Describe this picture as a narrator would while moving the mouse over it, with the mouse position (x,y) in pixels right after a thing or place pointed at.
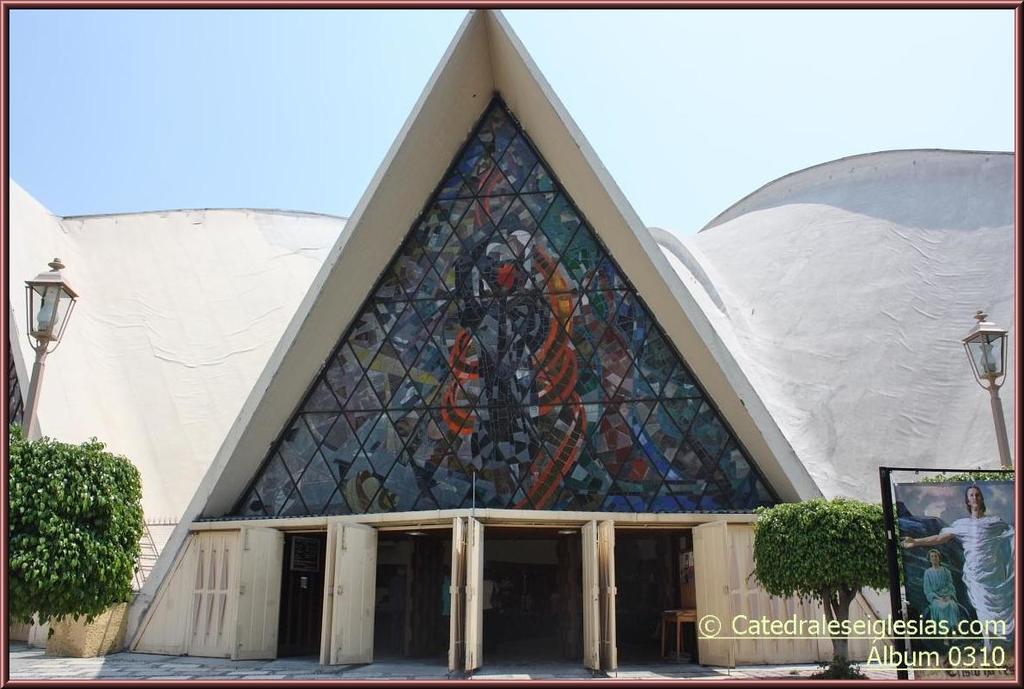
In the image there is a building (160,573) which is in triangle shape and also there are glasses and doors (220,647). On the left (52,325) and right corner of the image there are poles (35,352) with lamps (52,325) and also there are trees (69,546). On the right side of the image (889,516) there is a poster (938,563) with images (925,597). In the right bottom corner of the image (873,625) there is a name (909,625). At the top of the image (83,168) there is a sky (625,171).
